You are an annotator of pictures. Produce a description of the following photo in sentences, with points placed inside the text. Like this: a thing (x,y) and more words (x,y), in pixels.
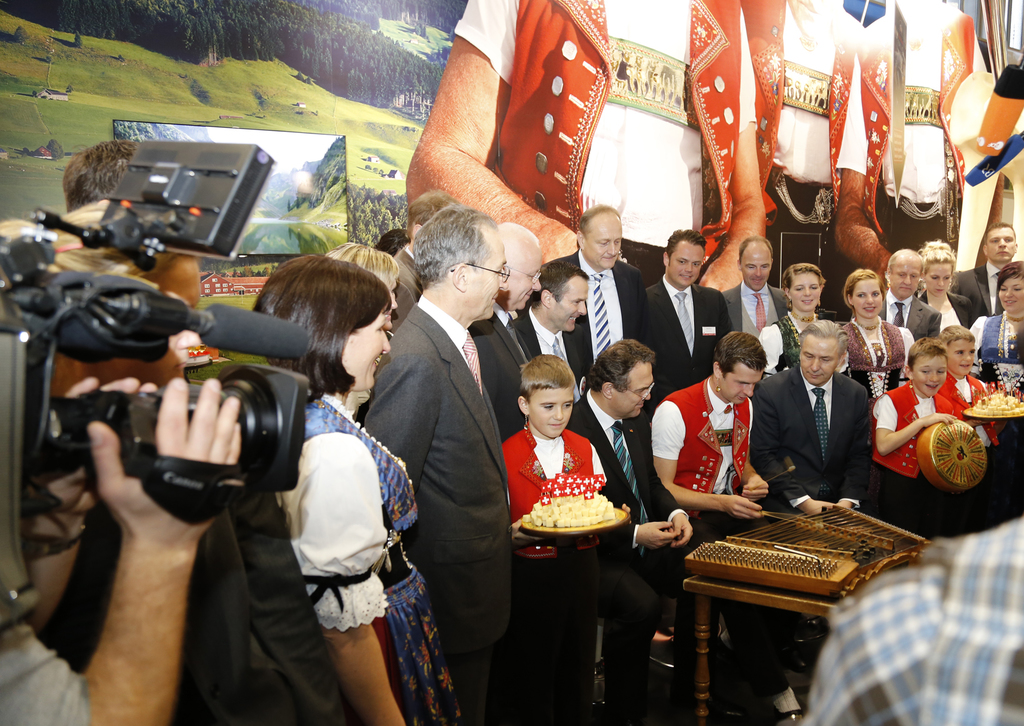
In this picture there are people (266,539), among them there is a man (686,426) sitting and playing a musical instrument (828,560) and there are two boys (966,401) standing and holding plates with food (571,504). On the left side of the image (87,717) we can see a person (183,597) holding a camera (92,307). In the background of the image (384,98) we can see banner (880,262).
